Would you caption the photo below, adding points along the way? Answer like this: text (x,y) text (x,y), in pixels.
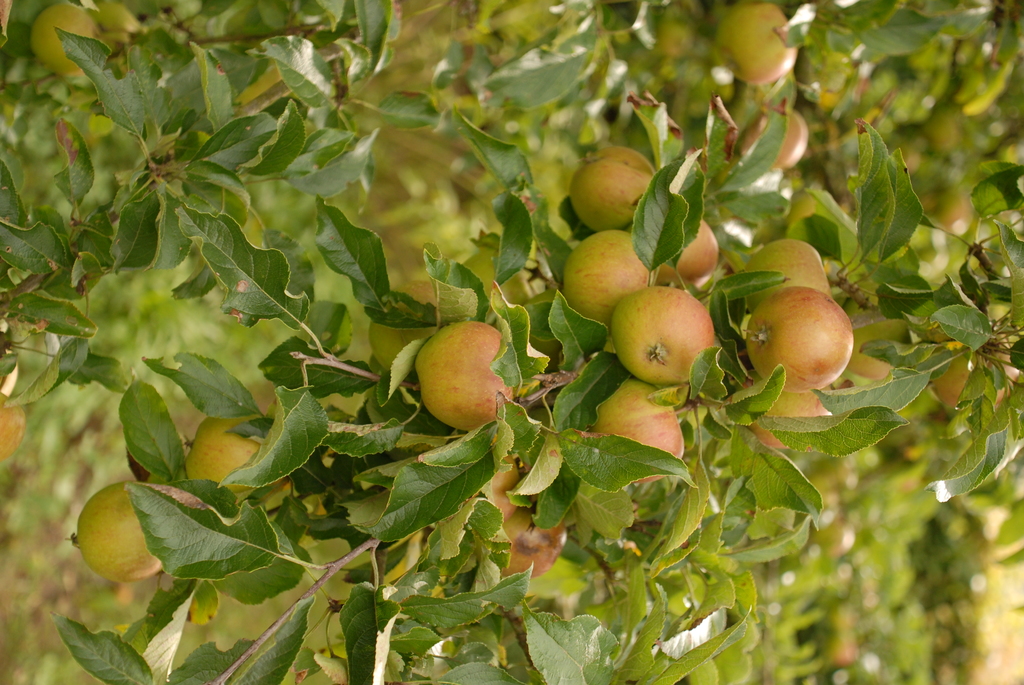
In the middle of this image (423,428), there is a branch (714,271) of a tree (207,655) having fruits (604,276) and green color leaves (465,437). In the background (1015,149), there are other trees (839,640) having fruits (753,67) and leaves (825,642).
